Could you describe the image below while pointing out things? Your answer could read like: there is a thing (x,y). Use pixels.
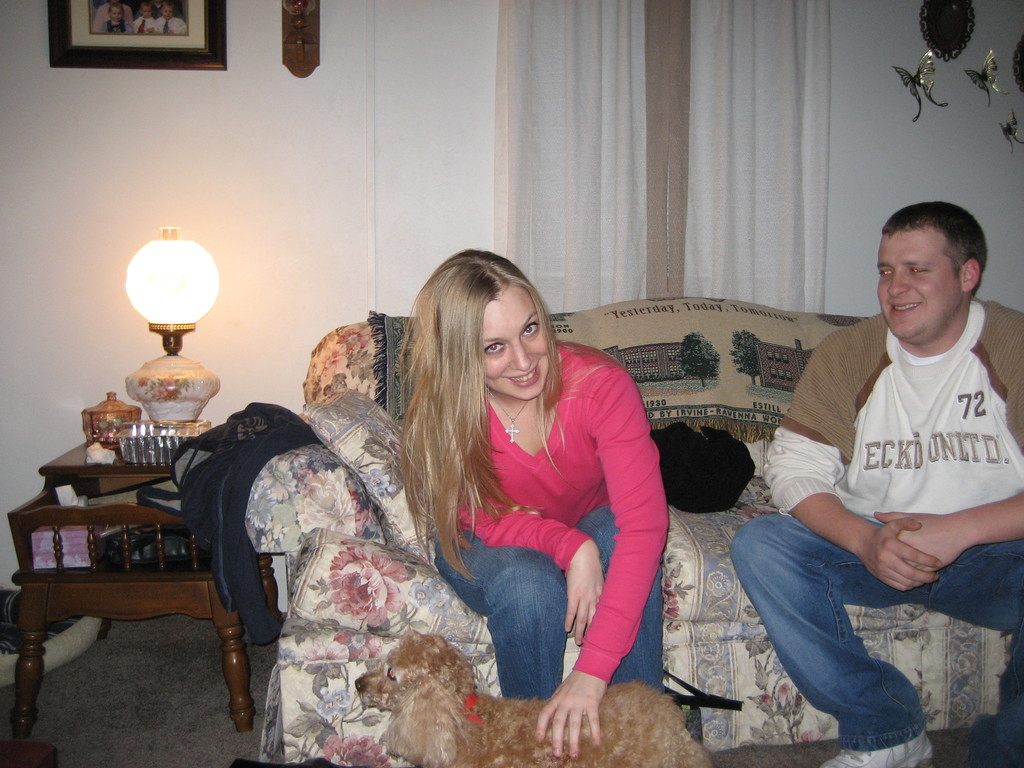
In this picture we can see a woman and a man (768,543) sitting on the sofa (687,529). This is dog (473,729) and there is a table (111,571). On the background (351,191) we can see the wall (346,128). And there is a frame (166,54). This is curtain (607,135). And we can see a lamp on the table (88,472). And this is floor (187,702).
